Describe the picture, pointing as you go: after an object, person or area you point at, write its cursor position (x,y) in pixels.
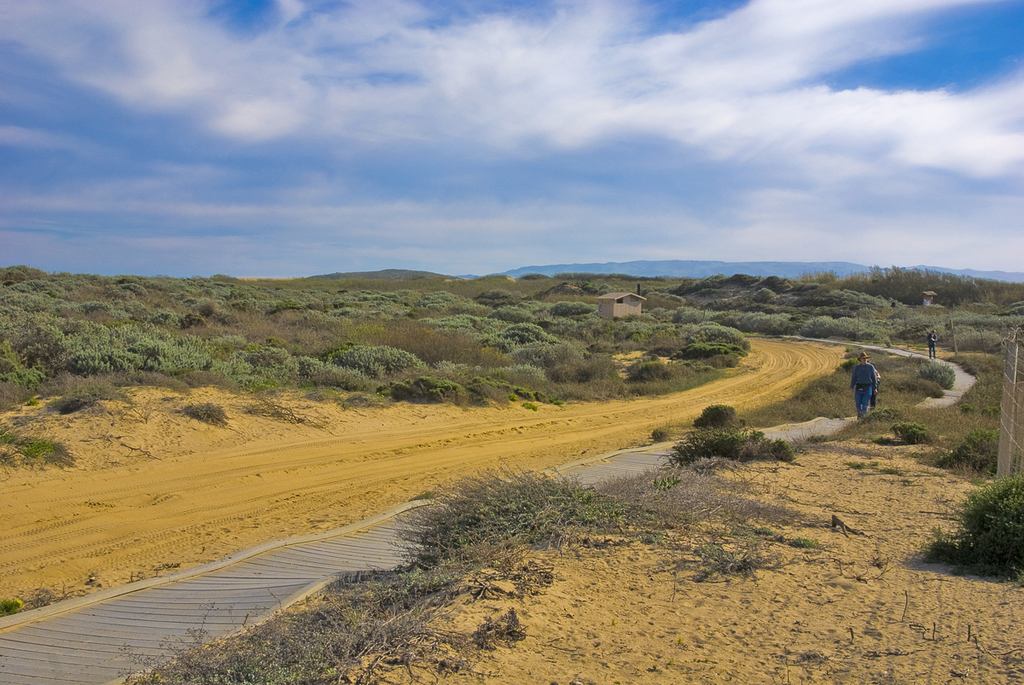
In this image I can see grass (701,493), plants (701,507), trees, houses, fence (1006,421), three persons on the road (778,373), mountains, sand (232,398) and the sky (505,239). This image is taken may be during a day.
